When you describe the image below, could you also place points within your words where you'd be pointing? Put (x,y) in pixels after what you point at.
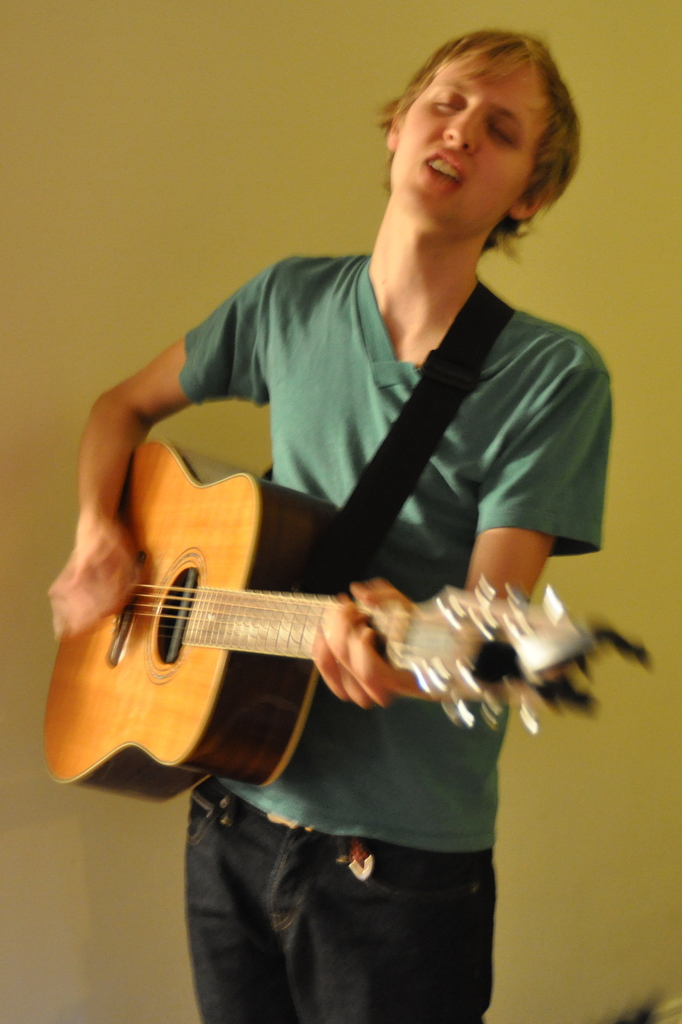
In this image, In the middle (409,376) there is a man (376,914) who is standing and holding a music instrument (193,673) which is in yellow color, In the background (55,217) there is a yellow color wall (183,121).
